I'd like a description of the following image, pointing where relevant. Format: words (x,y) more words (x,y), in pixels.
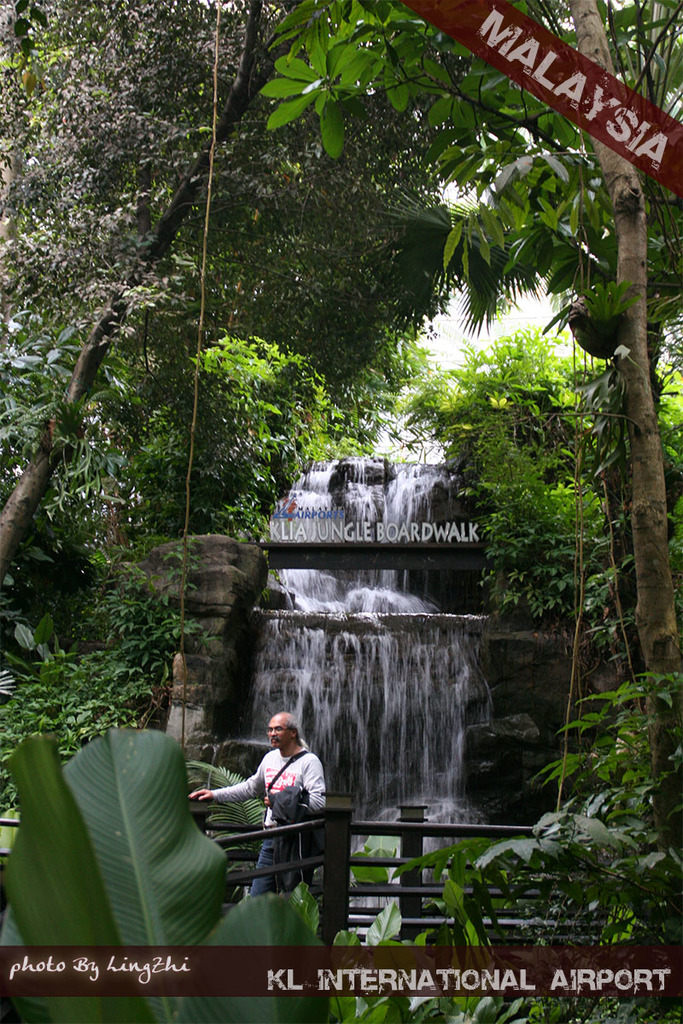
The man (298,839) in white T-shirt (280,782) and blue jeans (264,847) is standing on the bridge (243,854). Beside him, we see an iron railing (285,865). Behind him, there is a waterfall (392,586). There are trees (509,344) in the background (526,353). In the right top of the picture (569,101), we see a board (579,107) in red color with "MALAYSIA" written on it.
